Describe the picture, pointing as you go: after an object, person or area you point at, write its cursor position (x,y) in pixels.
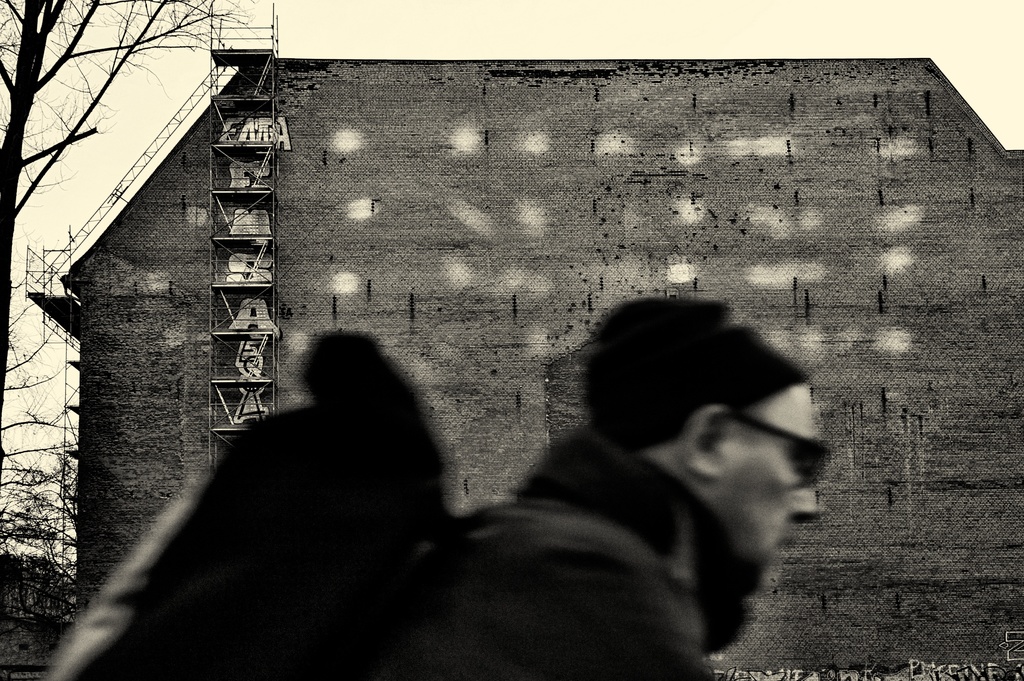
In the picture we can see a man (756,485) wearing a bag (279,501) and behind him we can see a building (963,177) with some ladder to it and beside it, we can see a tree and in the background (640,43) we can see a sky (91,142).
